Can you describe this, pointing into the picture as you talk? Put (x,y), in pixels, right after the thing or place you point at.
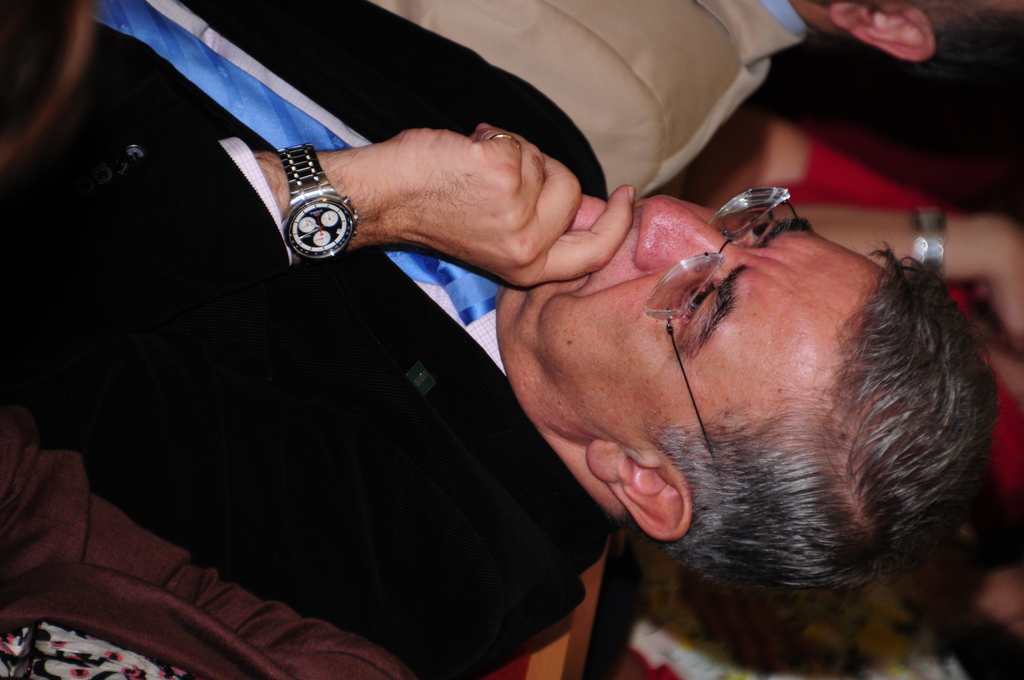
In this image we can see a man (624,283) wearing the glasses (722,228) and also the watch (304,162). We can also see the other persons (857,196) in the image.
